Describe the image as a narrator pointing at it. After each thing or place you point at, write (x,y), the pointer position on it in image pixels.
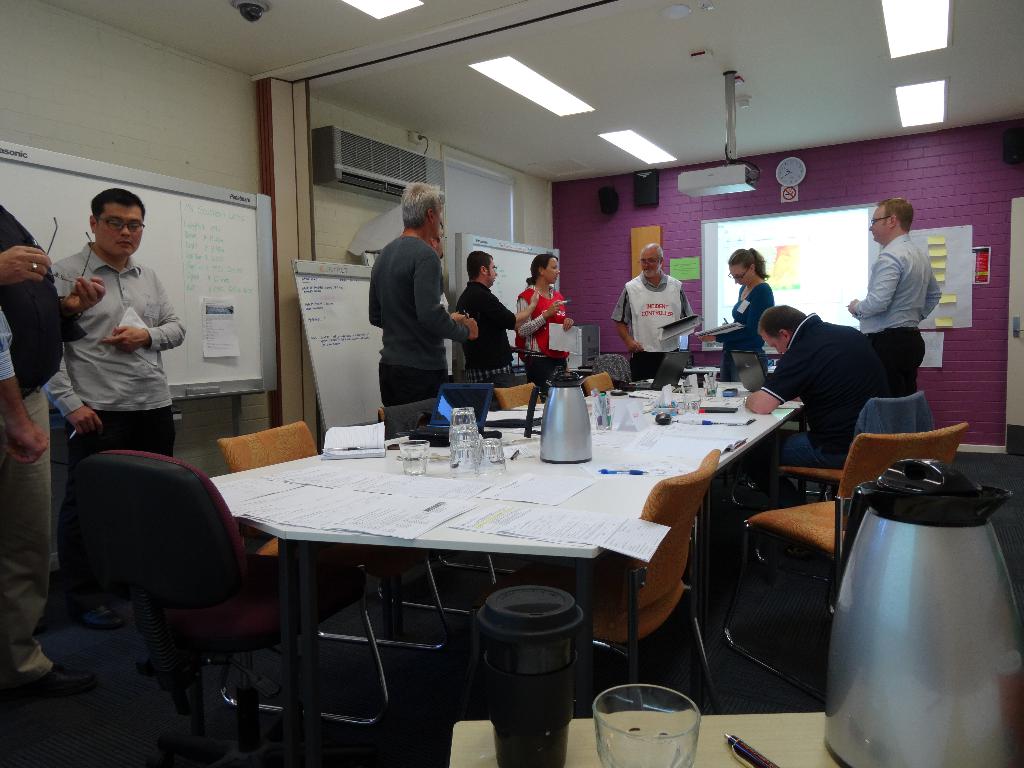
In the middle (571,502) there is a table (479,543) on that table (493,540) there is a jar (571,425), glasses (496,462) and papers (561,513), around the table (578,504) there are many people (805,328). On the right (903,301) he wear shirt (900,312) and trouser (894,351). On the left (115,311) he wear shirt (133,382) and trouser (129,427). In the middle (532,296) there is a woman (548,312) she wear red dress (543,336). In the back ground (212,239) there are 3 whiteboards (356,293), clock (786,182), window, light (643,149), projector (694,187), chairs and wall (955,224).
